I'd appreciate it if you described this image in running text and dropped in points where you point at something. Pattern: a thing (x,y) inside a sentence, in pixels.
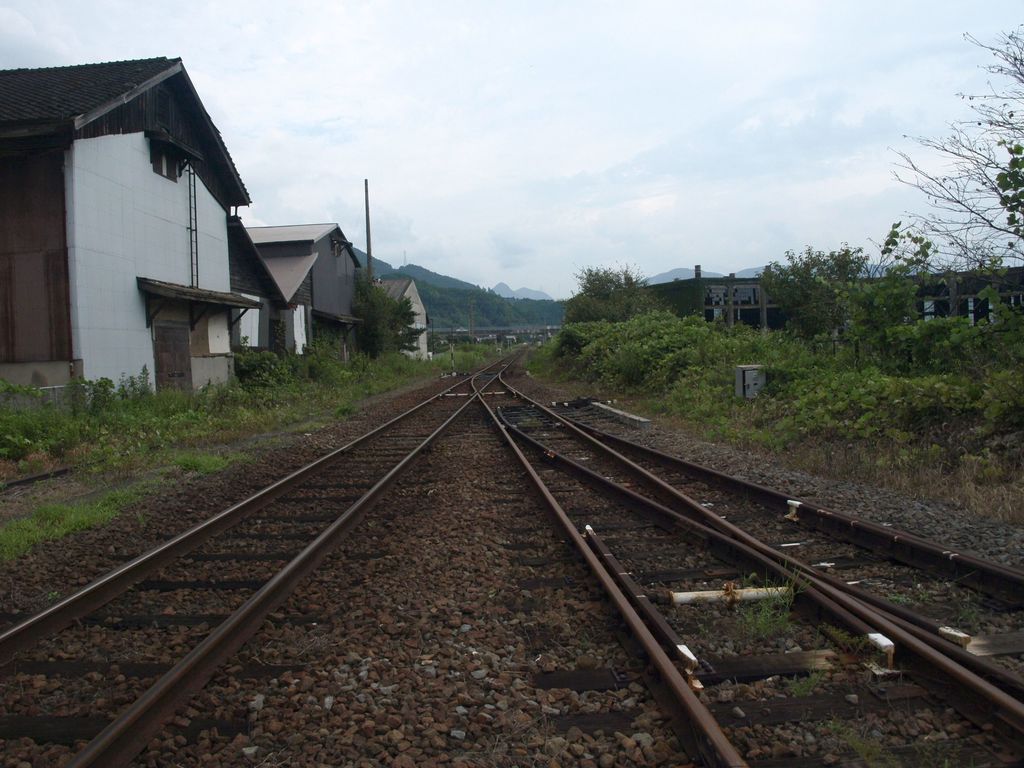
In this picture we can see few tracks (296,564) and stones (468,620), and we can find few plants (185,400), buildings (731,306), trees (826,306) and hills (518,299).
